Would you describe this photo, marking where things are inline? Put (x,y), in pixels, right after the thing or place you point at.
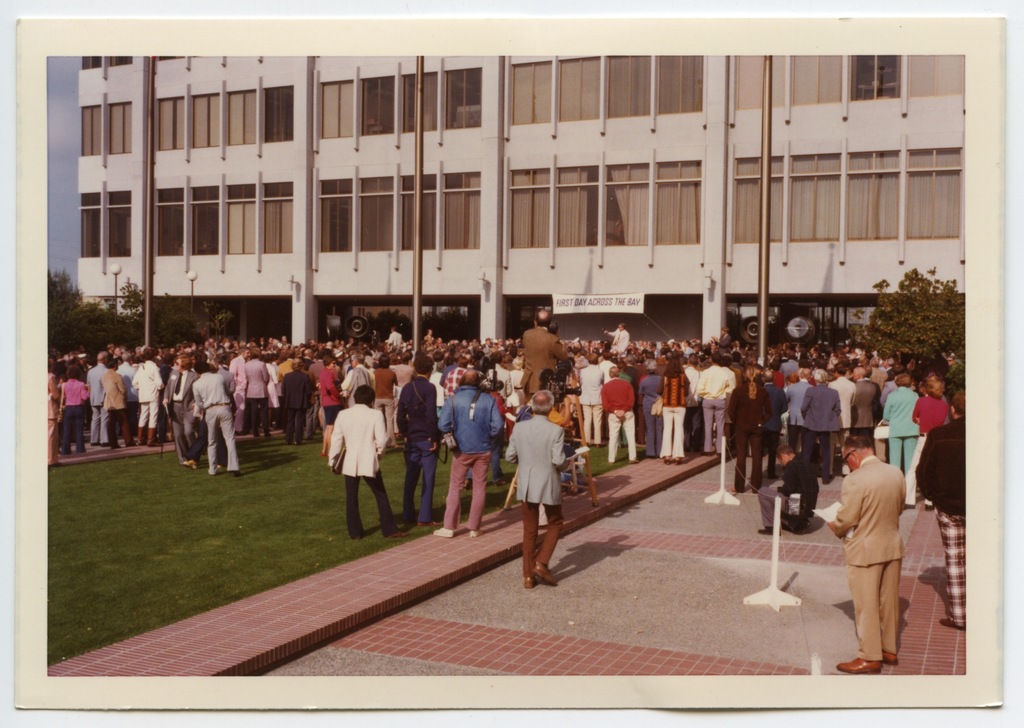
At the bottom of the image (809,634) there is a floor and also there is a ground (145,522) with grass (148,498). There are many people (570,403) standing. On the right side of the image (724,488) there are poles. In front of the people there are trees (897,307) and also there are poles (116,317) with lamps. There is a building (223,125) with walls (554,86), glass windows (592,71), pillars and poster (584,296).
